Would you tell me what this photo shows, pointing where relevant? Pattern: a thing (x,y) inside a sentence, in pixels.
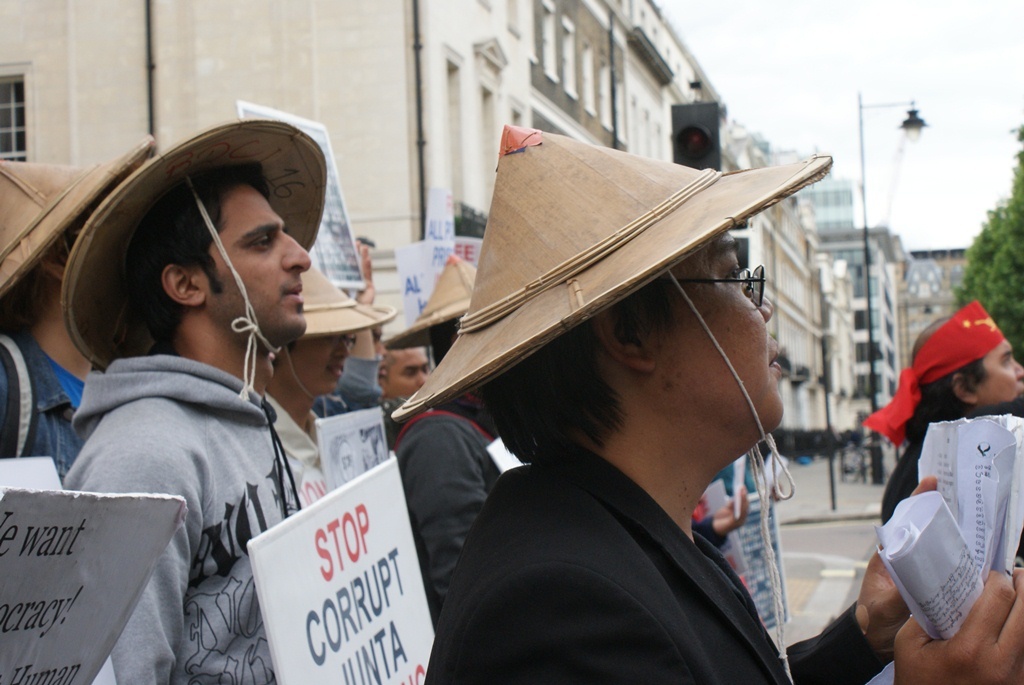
In this picture we can see some people (121,382) are standing and holding cards (357,570), they are wearing caps (482,356), a person (706,410) in the front (926,603) is holding papers (946,593), in the background (411,122) there are some buildings (907,267), a pole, a light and a tree (1000,239), there is the sky (844,22) at the top of the picture (844,12).
